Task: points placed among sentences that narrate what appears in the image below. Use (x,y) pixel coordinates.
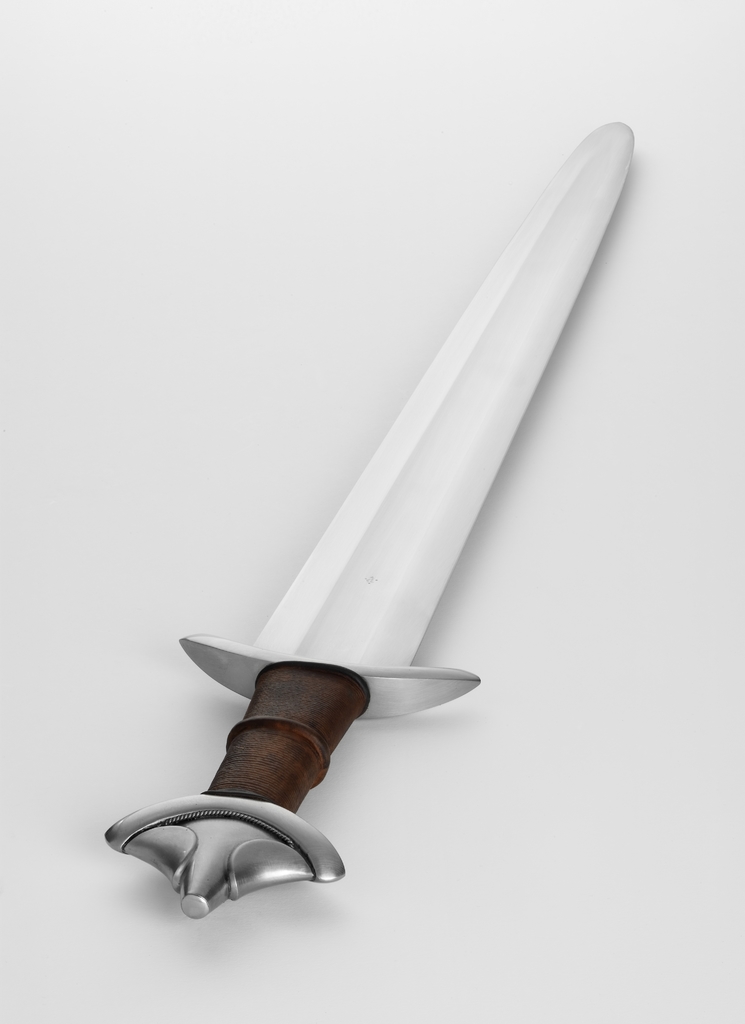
In this picture, in the middle (351,636), we can see a knife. In the background (360,450), we can also see white color.
